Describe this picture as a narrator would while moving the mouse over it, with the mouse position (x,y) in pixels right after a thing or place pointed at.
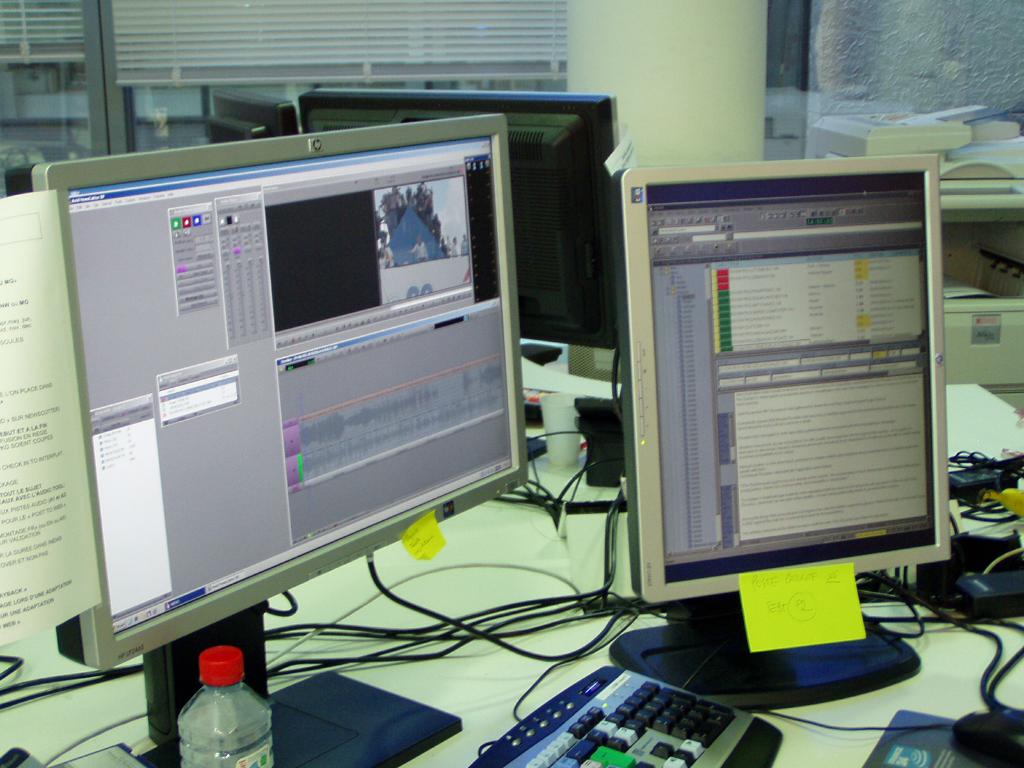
In this, there are four monitors (235,165). Two in the front (636,377) and two in the back (335,91). One in the front (228,427) is horizontal with a sticky notes (426,535) attached to it. There is a keyboard (760,737) and mouse (973,745) in front of the other. The monitor (663,508) beside it is in a vertical position with a yellow note (792,613) pasted. There is water bottle (238,712) in front of them.
